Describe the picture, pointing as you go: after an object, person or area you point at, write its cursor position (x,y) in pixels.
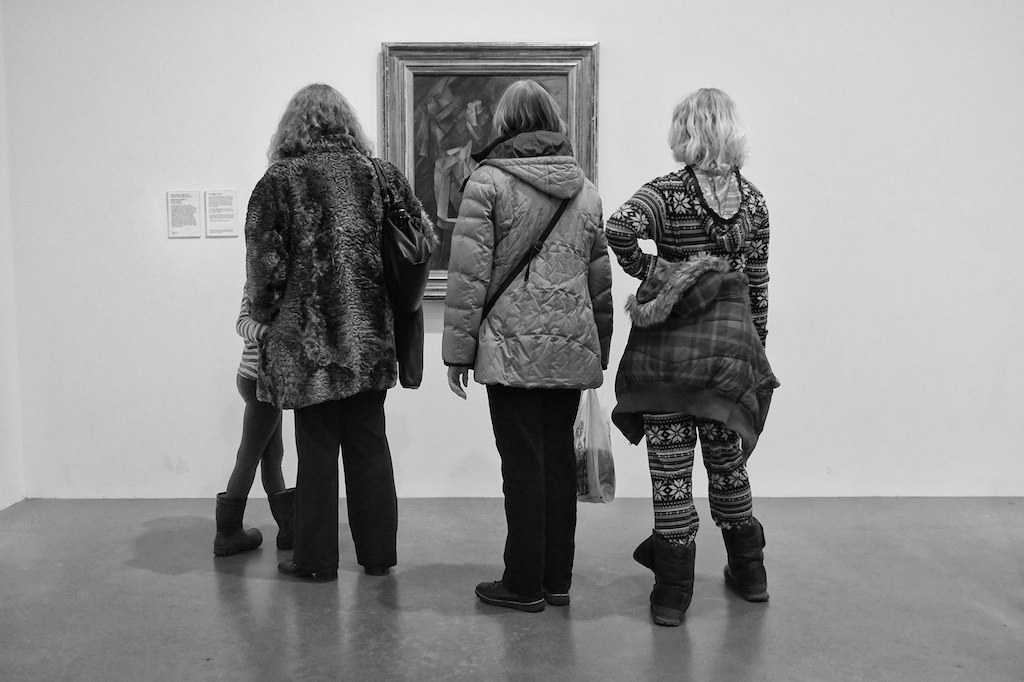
This is a black and white image. In the center (390,295) we can see the group of person (533,303) standing on the ground (615,558). In the background (623,142) there is a wall (835,32) and a picture frame (454,65) hanging on the wall (223,185) and we can see the two papers (176,229) attached to the wall (155,203) on which the text (186,211) is printed.
